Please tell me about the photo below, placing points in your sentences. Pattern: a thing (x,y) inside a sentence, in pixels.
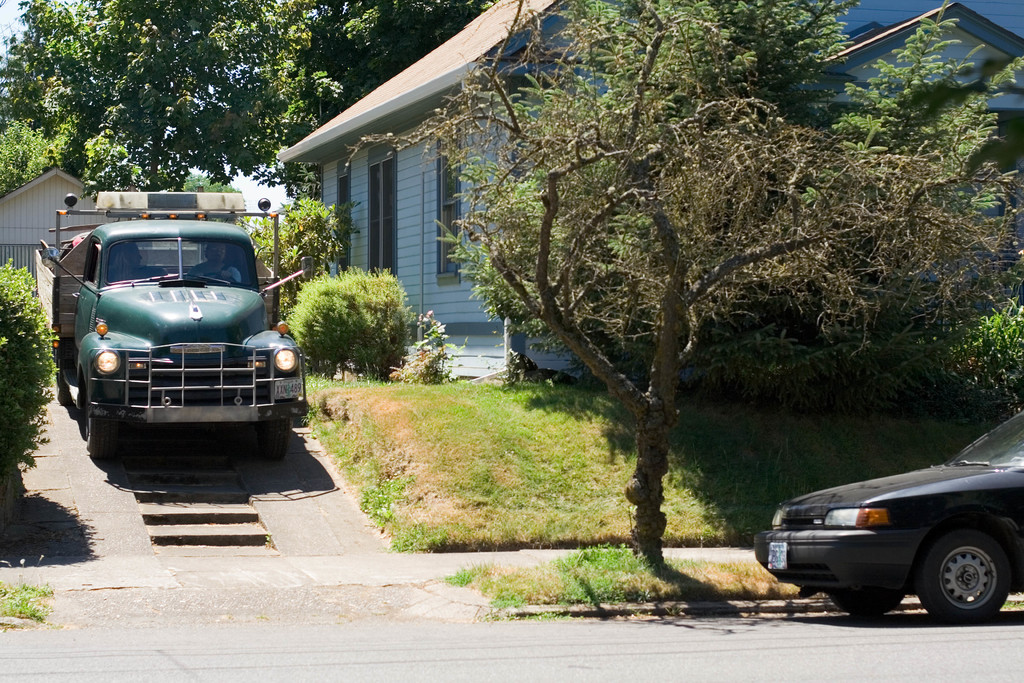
In this image, there are a few vehicles (233,199). We can see the ground (197,637). We can see some grass (454,386), plants (425,367) and trees (629,191). We can also see some stairs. We can see a few houses (334,189) and the sky (253,199).
